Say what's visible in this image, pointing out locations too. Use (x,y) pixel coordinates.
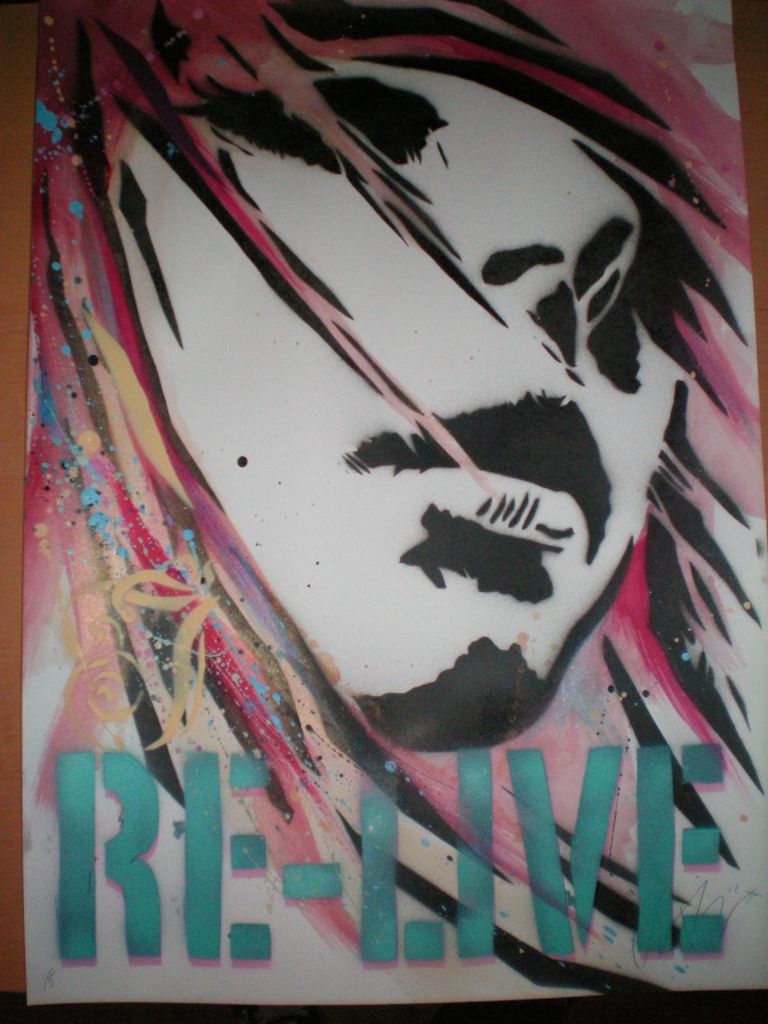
In this picture there is a drawing poster (396,786) of the girl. On the bottom side (121,837) there is a small quote (121,837) written on it.
